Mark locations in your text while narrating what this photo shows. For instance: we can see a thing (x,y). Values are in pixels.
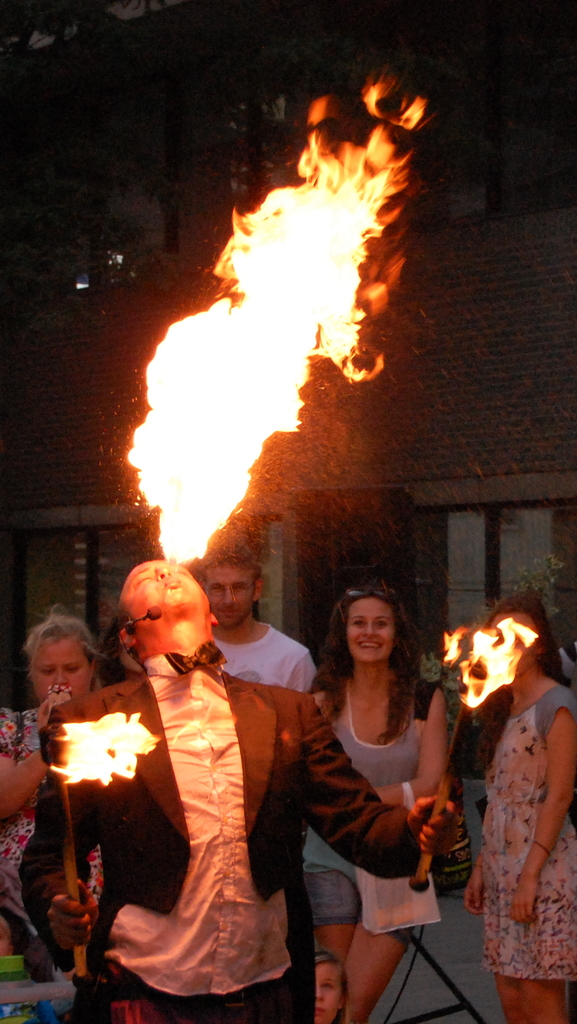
In this picture we can observe a person (188,651) blowing fire (182,526) from his mouth (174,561). He is holding two sticks (477,674) in his hand (437,851) with fire (92,742) at the edges (470,692) of these sticks (57,738). In the background (326,688) there are some people (435,711) standing and watching him. We can observe a building (63,332) here.
